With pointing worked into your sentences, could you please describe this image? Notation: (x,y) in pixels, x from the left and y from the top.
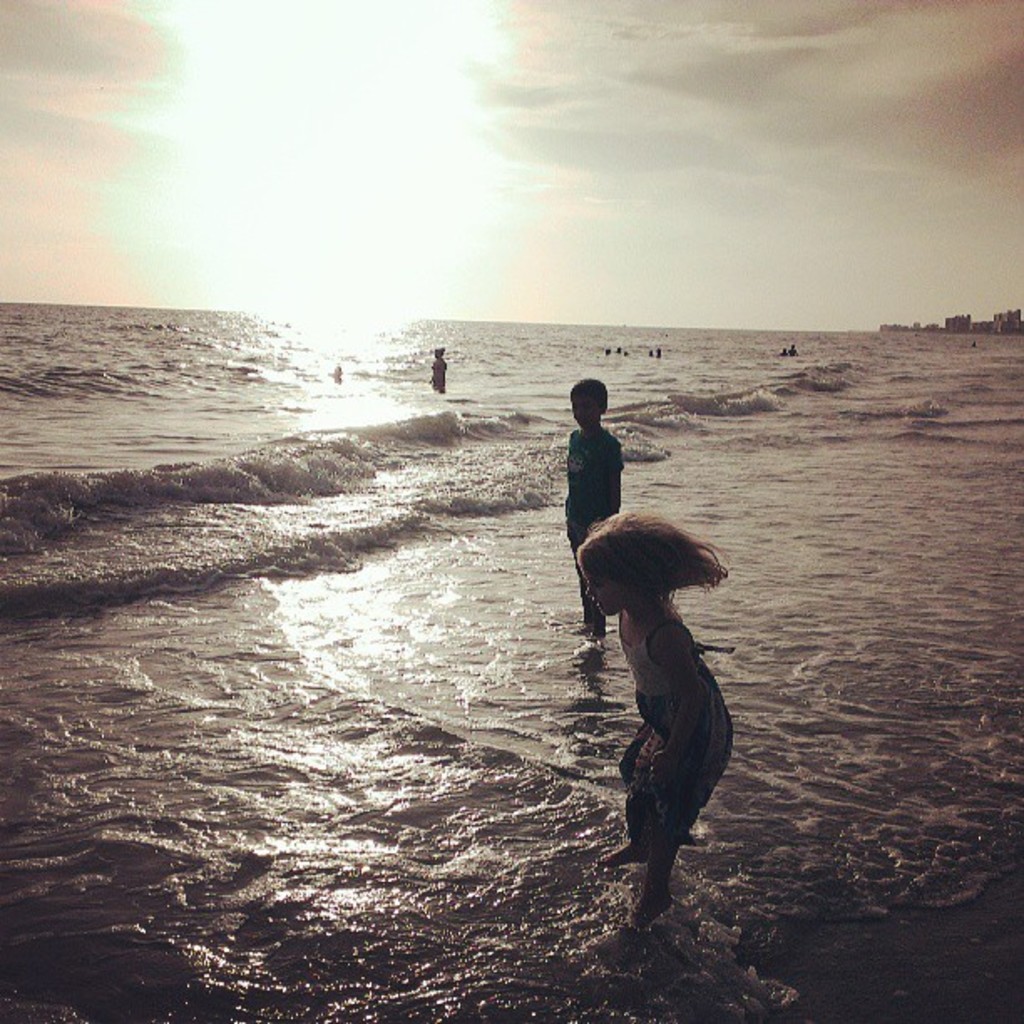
In this image, we can see some water (1005,577) with a few people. We can also see the sky (936,282) and some objects (980,322) on the right (935,289). We can also see the sky (946,270).
